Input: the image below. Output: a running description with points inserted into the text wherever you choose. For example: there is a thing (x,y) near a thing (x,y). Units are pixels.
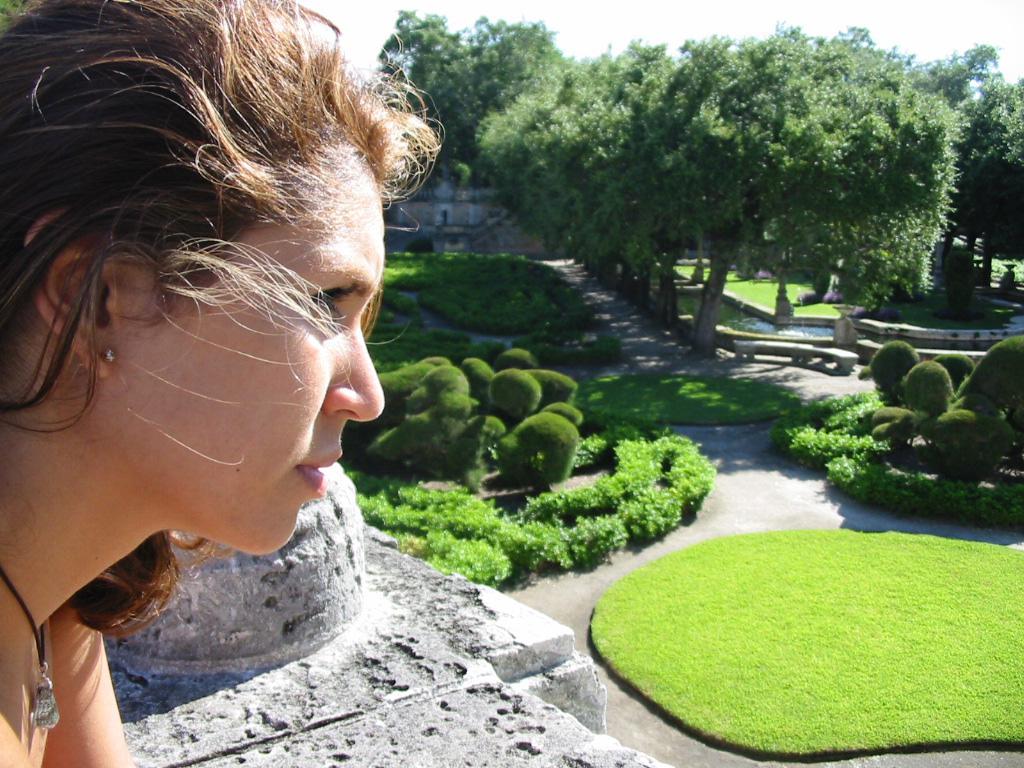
In this image on the left (113,358), there is a woman (126,488), her hair (176,536) is short. In the middle (589,497) there are trees (680,204), plants (912,392), benches (842,358), grass (792,631), sky (737,27), stone (452,692), road (757,525).
